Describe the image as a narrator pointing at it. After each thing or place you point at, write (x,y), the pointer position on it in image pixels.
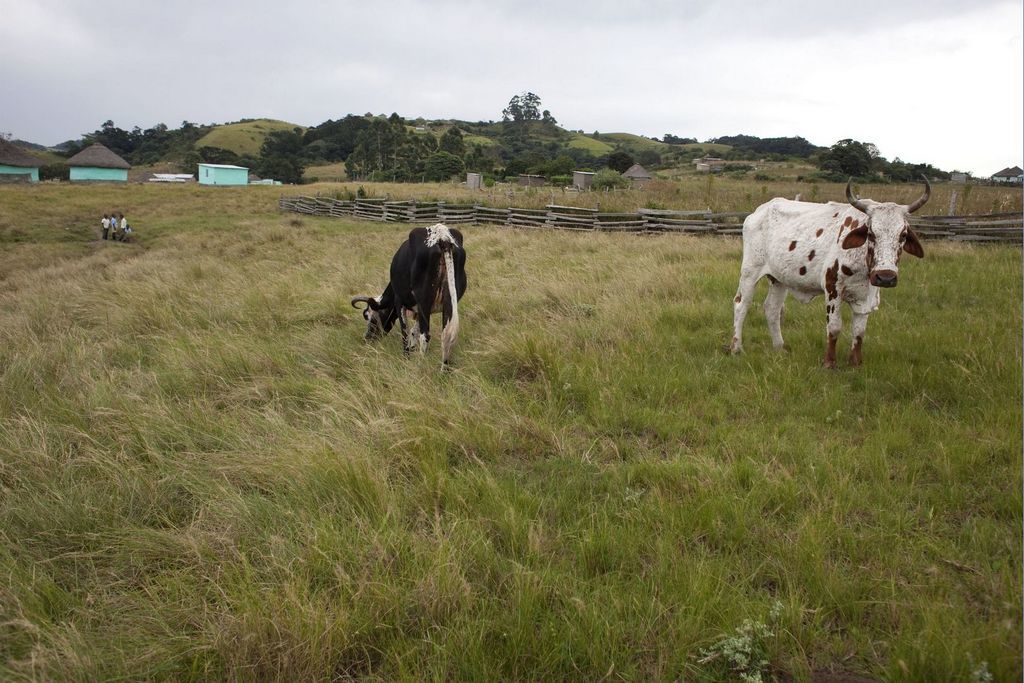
As we can see in the image there is grass (263,411), cows (387,321), fence (635,224), houses (87,165), few people (103,231) over here, trees (475,133) and sky (634,47).
